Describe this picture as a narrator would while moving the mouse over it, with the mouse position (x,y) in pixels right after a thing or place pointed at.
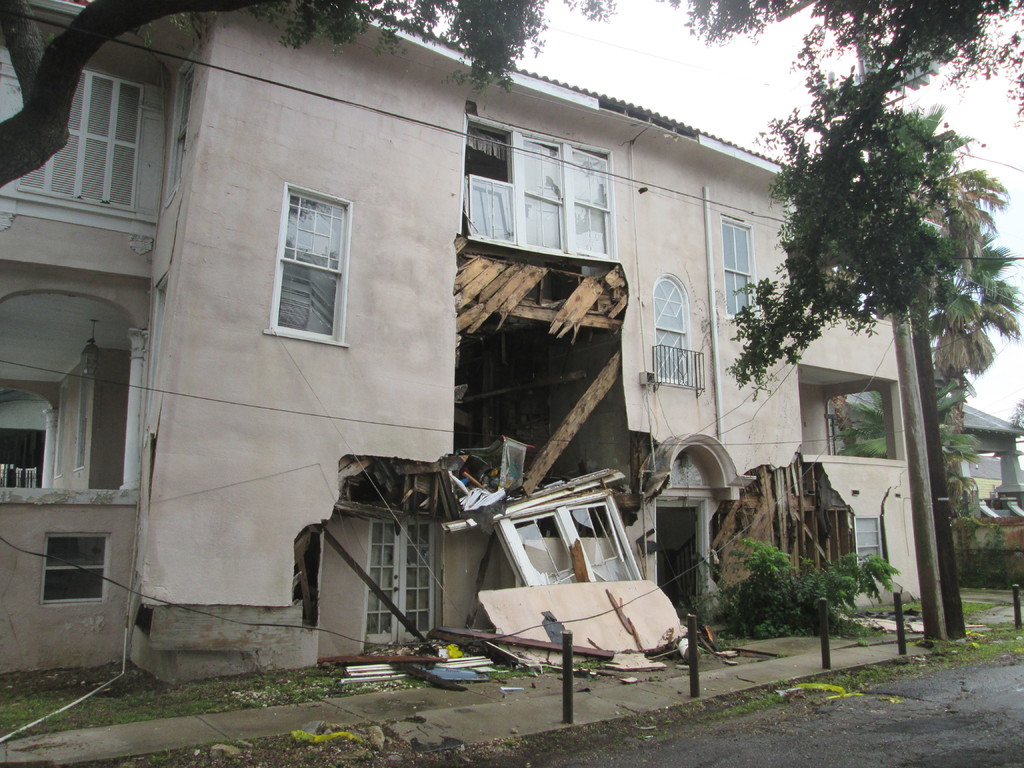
In this image I can see trees (950,407) in green color. Background (225,298) I can see a building (174,258) in white color and few windows (275,333), and sky (656,88) in white color.
